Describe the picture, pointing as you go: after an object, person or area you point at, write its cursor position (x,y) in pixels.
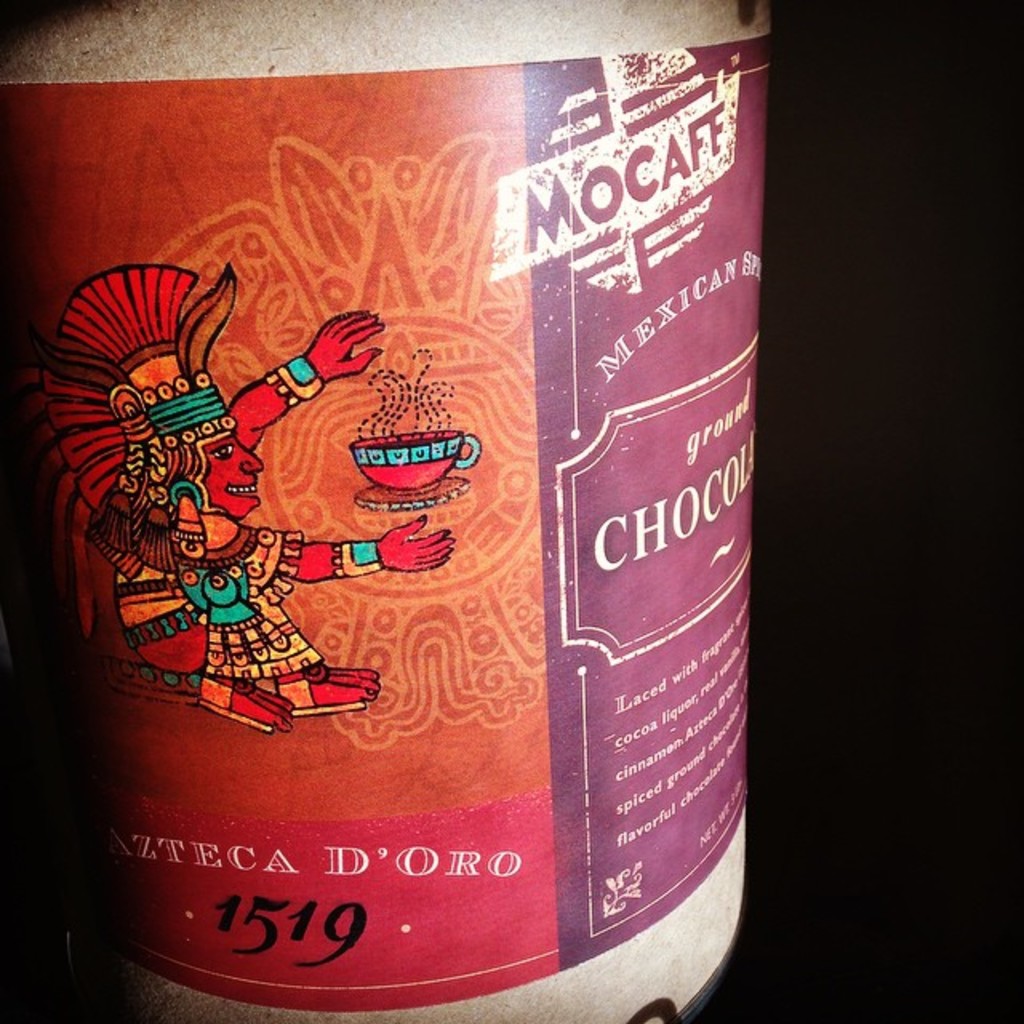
In this image this is a container (657,393) on which it is written as Mocafe chocolate and at the left side of the image (234,450) there is a animated image (246,517) and at the bottom of the image (262,898) there is a word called Azteca 1519.
